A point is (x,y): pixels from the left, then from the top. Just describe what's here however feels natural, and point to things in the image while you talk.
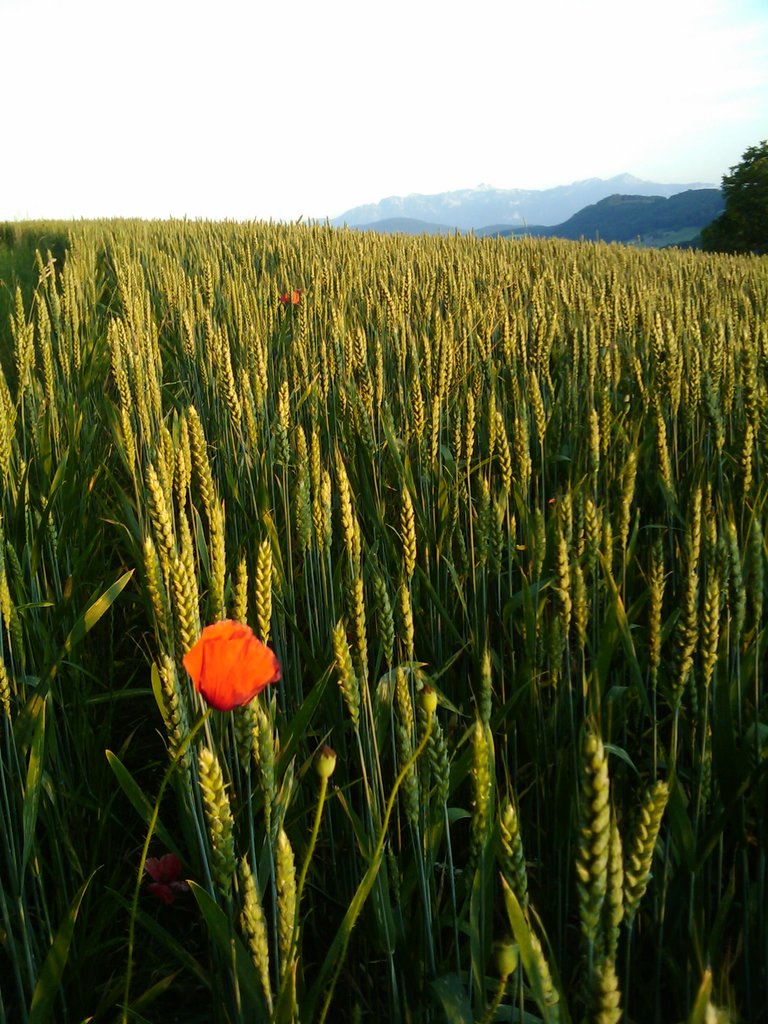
In this image I can see few plants (418,388) and a flower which is orange in color. In the background (458,206) I can see few mountains (564,202), few trees (745,232) and the sky (228,105).
